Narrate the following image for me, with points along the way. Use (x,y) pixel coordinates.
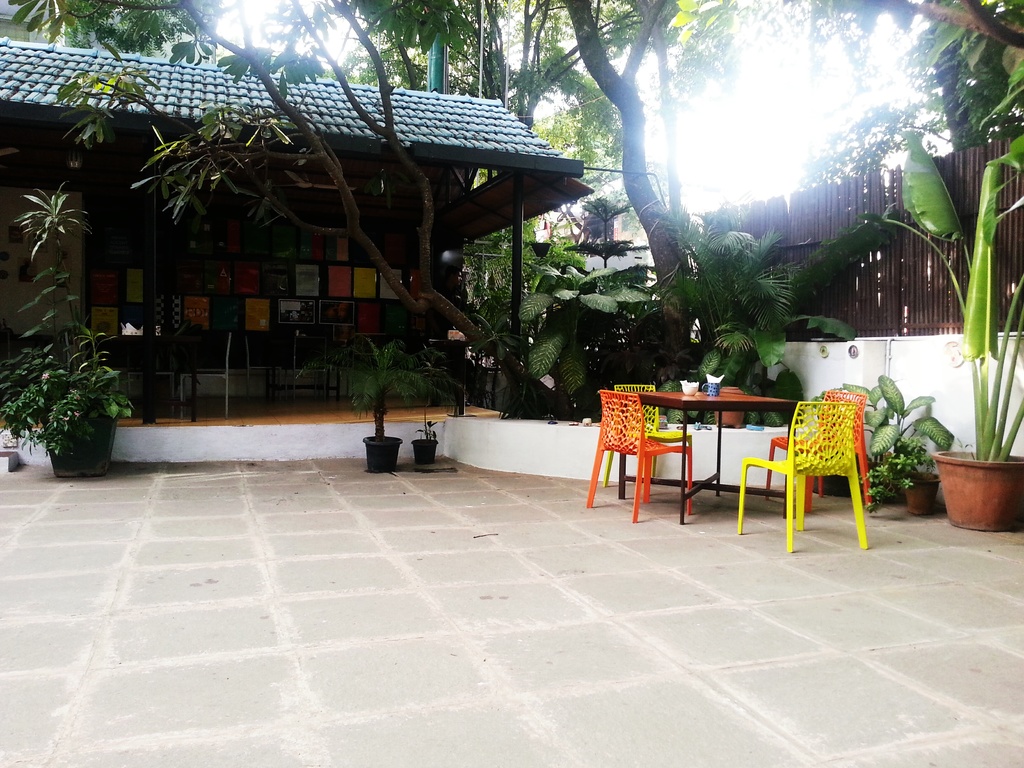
As we can see in the image there is a house (307,261), trees (909,114), plants (955,224), pots (1000,514), sky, table (689,406) and chairs (632,397). On table (707,400) there is a glass (718,393) and a bowl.
